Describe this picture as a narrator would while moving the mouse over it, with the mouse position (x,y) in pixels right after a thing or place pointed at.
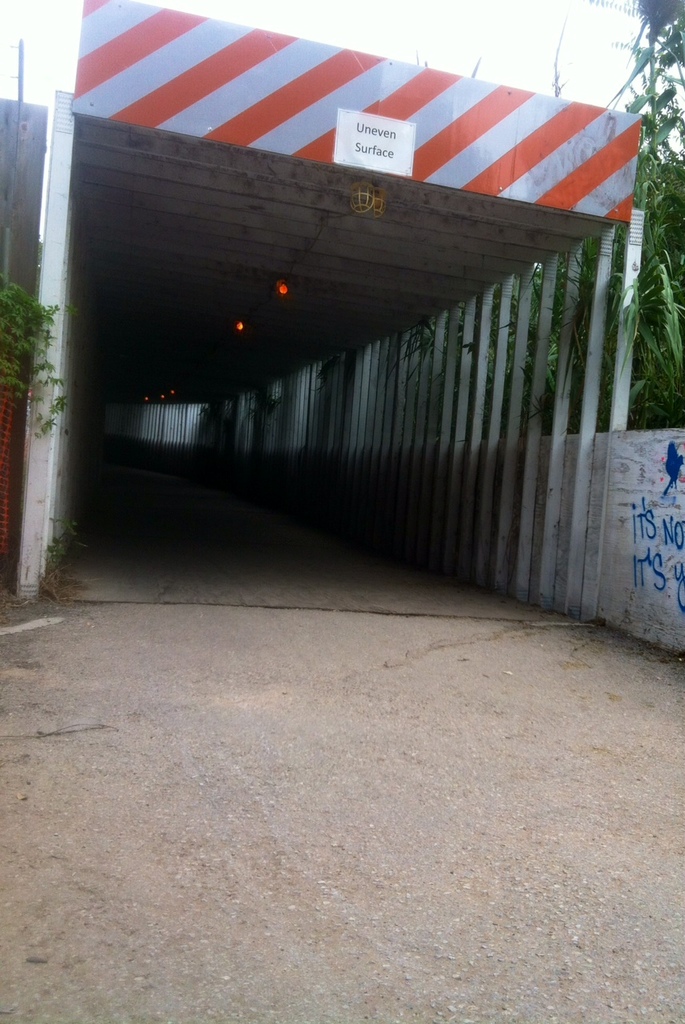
In this image there is the sky (603,47), there are plants (644,186) truncated towards the right of the image (671,254), there is a wall (656,523) truncated towards the right of the image (648,543), there is text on the wall (656,511), there are plants (37,366) truncated towards the left of the image (29,318), there are lights (282,291) attached to the roof (257,298), there is a paper (387,142) pasted on the board (333,105), there is text (372,134) on the paper (372,125), there is road (251,692), there is an object (15,190) truncated towards the left of the image (10,124), there are rods (397,402).
